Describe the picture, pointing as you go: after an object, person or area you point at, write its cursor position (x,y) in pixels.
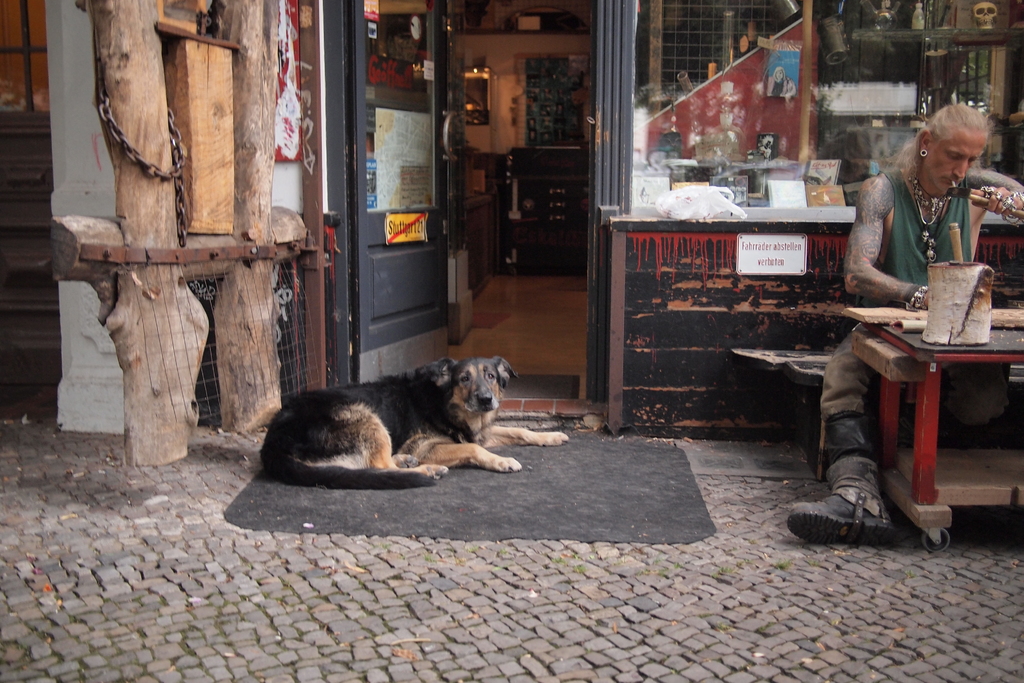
On the right side (831,450), there is a person (861,242) sitting and working. In front of him, there is a table (867,349) on which there are some objects (961,325). On the left side (328,434), there is a dog (487,365) on a mat (557,505). Beside this dog (444,419), there are wooden poles (167,386). In the background (559,233), there is a door (408,129) of a building (321,15) and there are some objects (527,175).
